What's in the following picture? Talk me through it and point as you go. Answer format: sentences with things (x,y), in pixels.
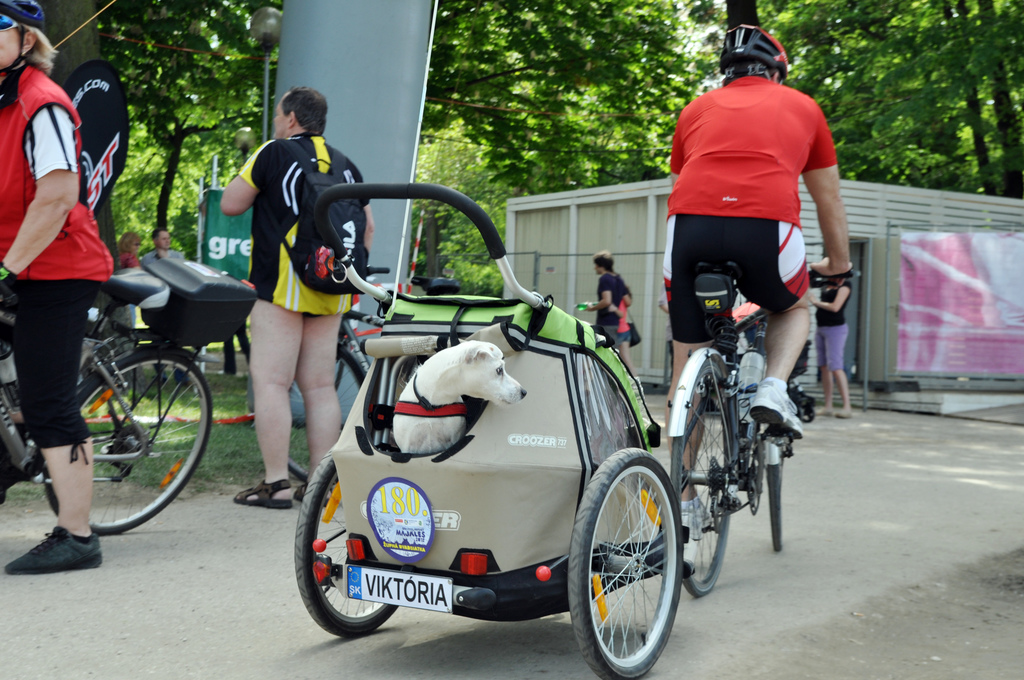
In this picture we can see a group of people (268,503) where a person (776,138) riding a bicycle (786,448) on the road (787,466), dog (479,396), bags (339,220), shed (640,287), box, banners (238,251) and in the background (194,221) we can see trees (151,76).
